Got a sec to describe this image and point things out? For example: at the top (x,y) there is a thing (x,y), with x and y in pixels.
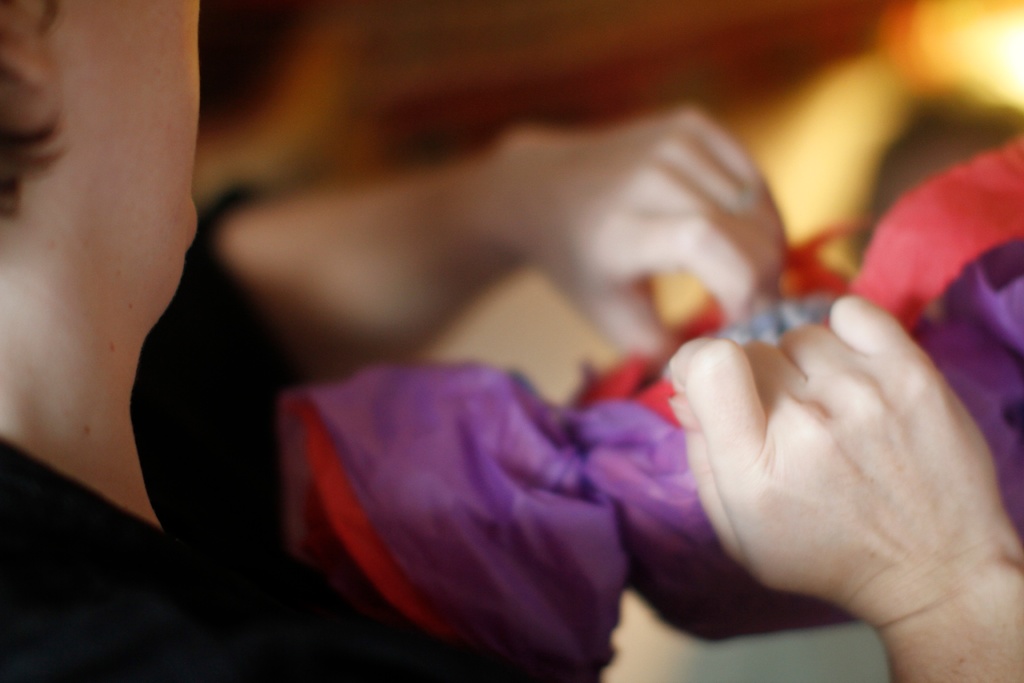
There is a person (277,410) holding some object (817,275) with the both hands (679,199), the remaining picture is blur.
